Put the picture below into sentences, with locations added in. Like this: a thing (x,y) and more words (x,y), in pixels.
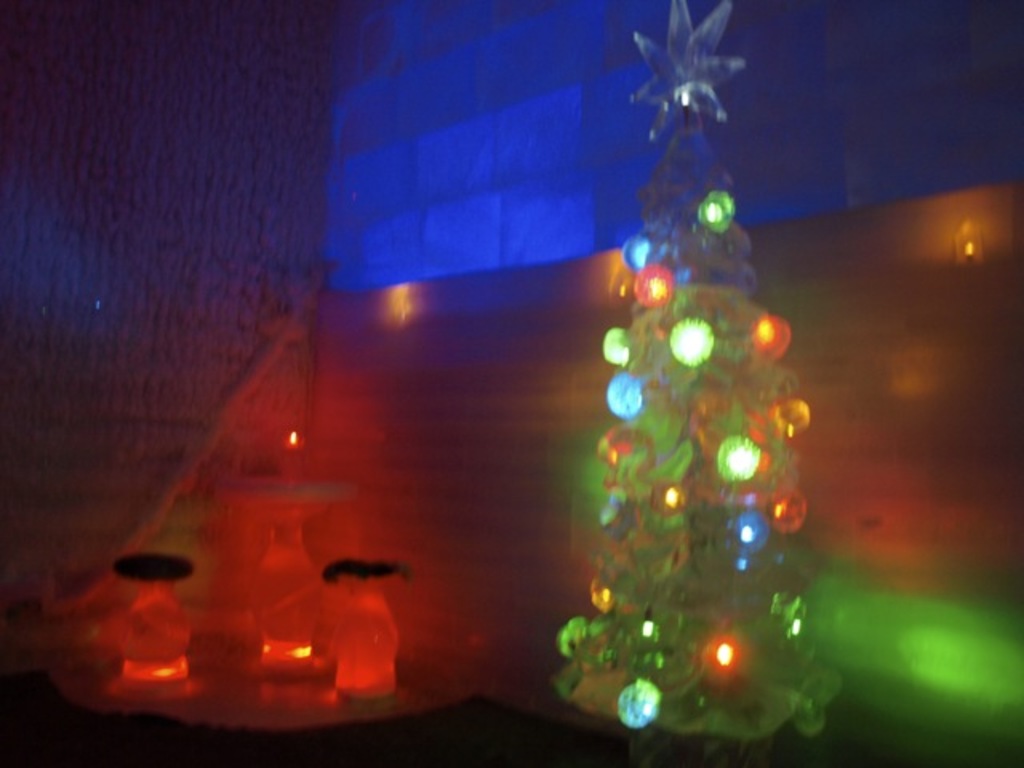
In the image there are few decorative things (736,681) with lights (294,434). Behind them there are walls (572,373) with lights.
